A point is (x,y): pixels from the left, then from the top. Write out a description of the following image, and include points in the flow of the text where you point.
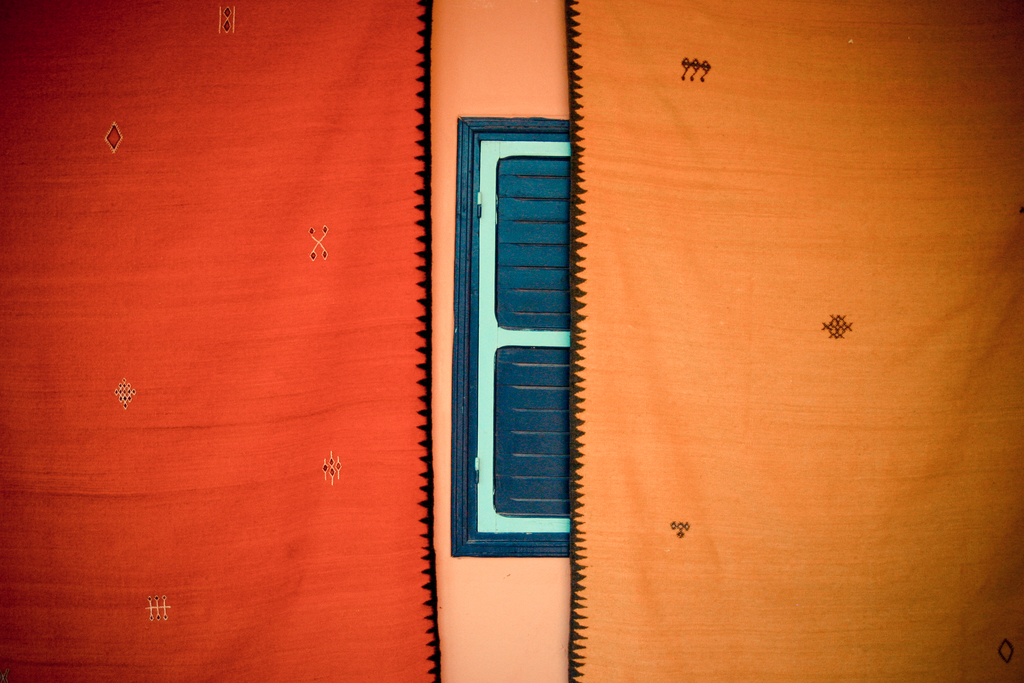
In this image there is a cloth (812,290) truncated towards the right of the image (904,193), there is a cloth (168,479) truncated towards the left of the image (244,240), there is a window (473,275), at the background of the image (485,109) there is a wall (496,66) truncated.
